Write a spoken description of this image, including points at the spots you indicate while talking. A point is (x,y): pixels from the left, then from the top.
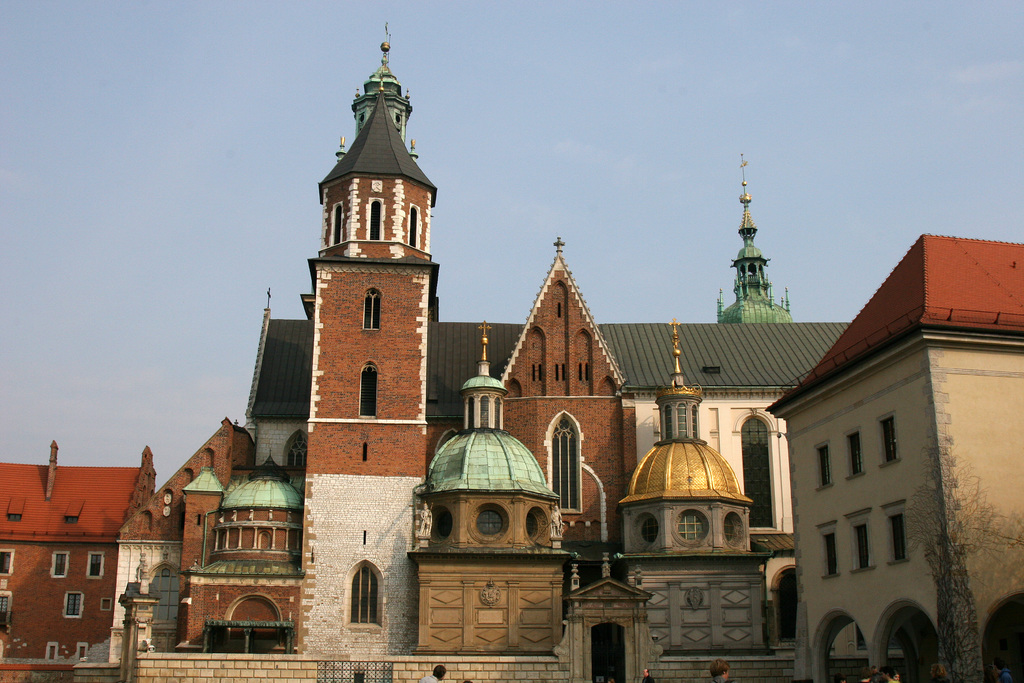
In this picture, we see the domes (470,468) and buildings (390,432) with the red and grey color roofs (124,497). Behind the building (768,363), we see a tower (760,294) in green color. At the bottom (717,670), we see the people (877,671) are standing. At the top (509,120), we see the sky (217,137), which is blue in color.
